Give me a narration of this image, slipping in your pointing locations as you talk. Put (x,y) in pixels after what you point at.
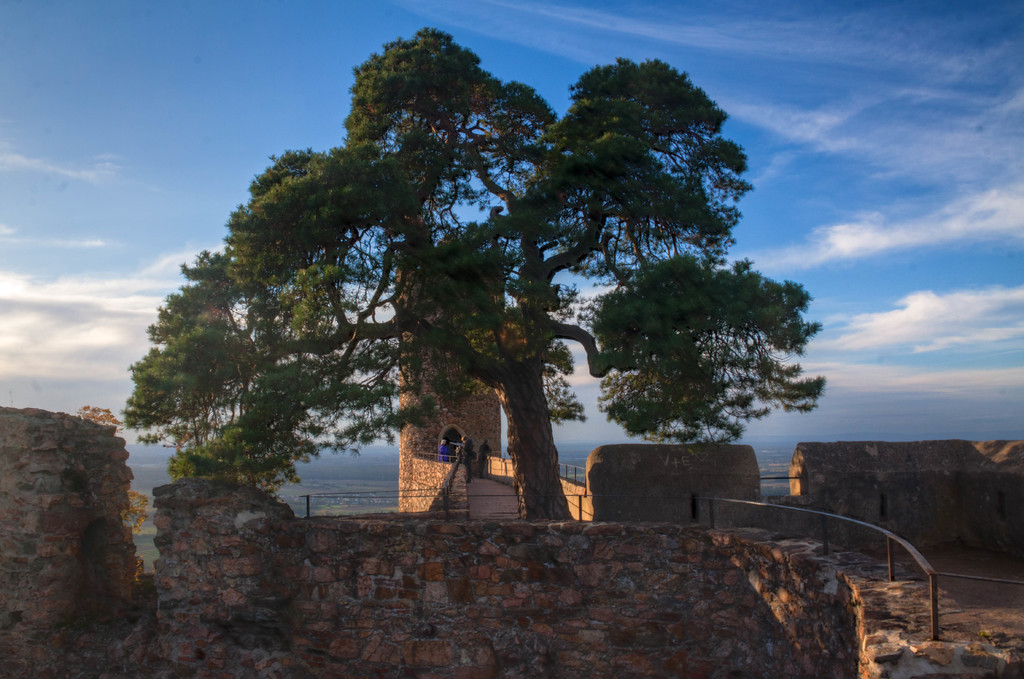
In this picture we can see a few people (479,470) in the fort (467,568). There is a fence (867,526) on the right side (714,497). We can see a tree (458,287). Sky (123,433) is blue in color and cloudy.
